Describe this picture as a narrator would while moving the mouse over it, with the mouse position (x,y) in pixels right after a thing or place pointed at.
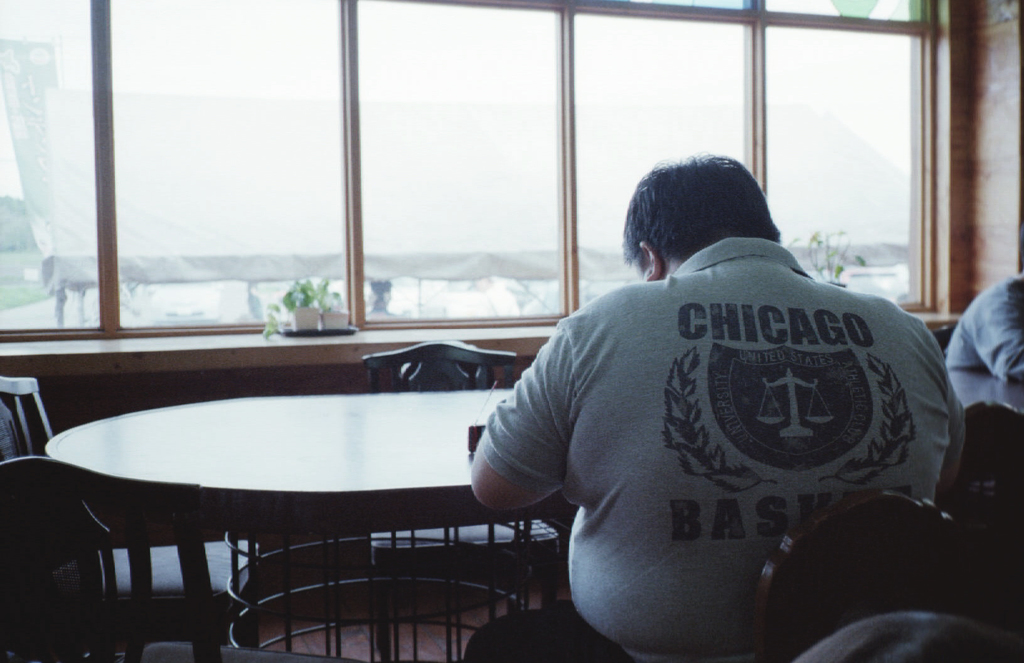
In this image, we can see a table (315,443) and some chairs (228,560). There is a person (699,365) in the bottom right of the image (794,469) sitting on a chair (776,559). There is a window (578,195) at the top of the image (490,44).
